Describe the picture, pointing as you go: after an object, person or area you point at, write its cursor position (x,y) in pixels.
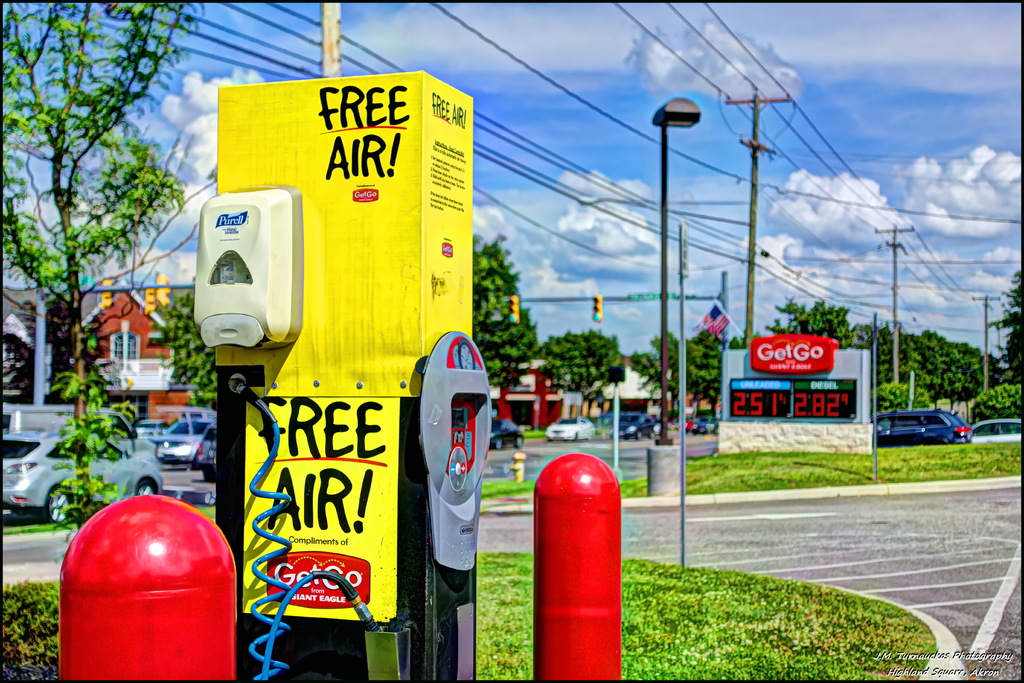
This picture seems to be an edited image with the borders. In the foreground (349,113) we can see a yellow color air pump (360,397) and the red color objects (571,597) and we can see the green grass (782,603). In the center (662,352) we can see the poles (753,111), cables (700,73), trees (975,353), vehicles (927,423) and some other objects (807,362). In the background (545,134) we can see the sky (547,199) with the clouds (989,194) and we can see the houses (158,336) and the traffic light (598,312) and a light (666,126) attached to the pole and we can see many other objects (789,362) and we can see the text (349,176) on the air pump (344,351) and a banner (753,368) and we can see a flag (716,317) attached to the pole (726,337).
